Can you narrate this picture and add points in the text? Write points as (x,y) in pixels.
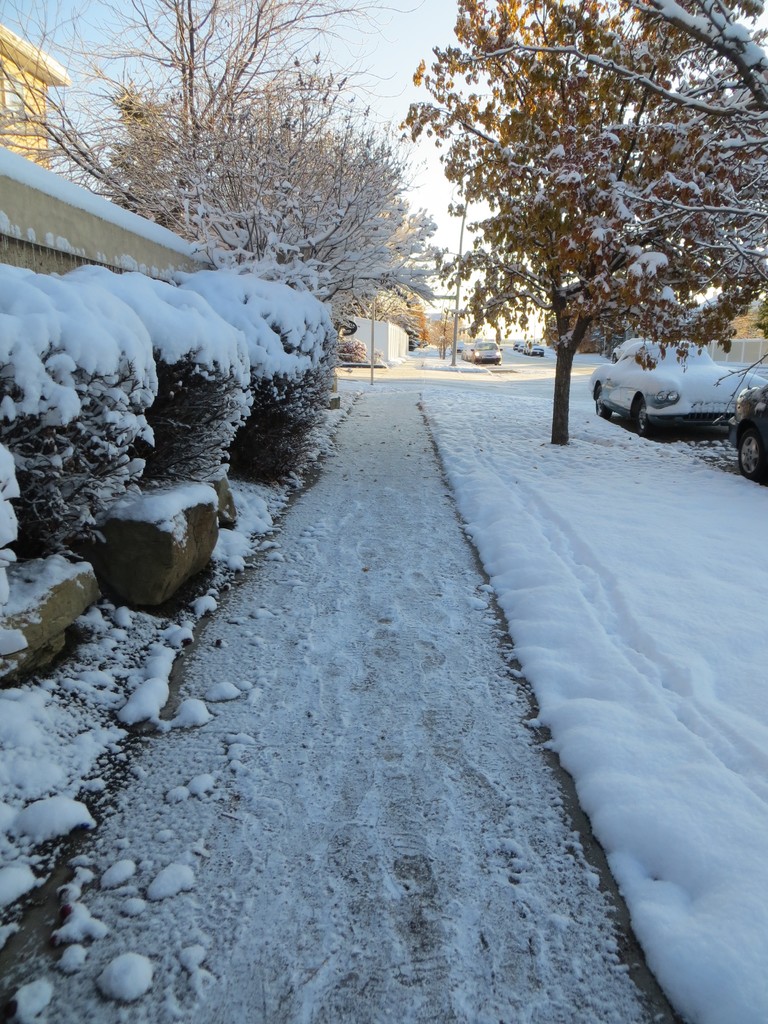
In this image I can see there is the snow (603,735), there are trees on the left side (255,243). At the top (430,52) it is the sky (404,52). On the left side (121,247) there is the wall (13,205).
